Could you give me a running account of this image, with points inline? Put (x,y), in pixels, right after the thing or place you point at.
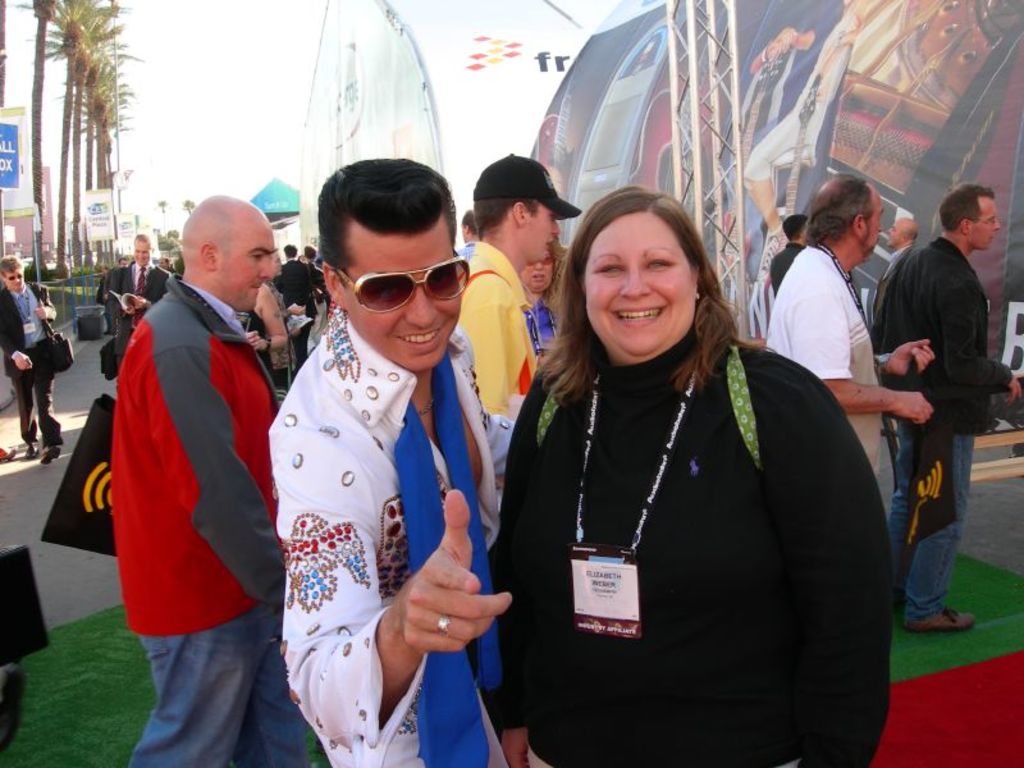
In this image in the front (430,500) there are persons (432,492) standing and smiling. In the background (852,316) there are persons (813,314) walking and there are trees (36,137) and buildings (584,118) and banners (3,129) with some text (4,162) written on it and on the floor (136,685) in the front (961,702) there are carpets (981,696) which are red and green in colour.
